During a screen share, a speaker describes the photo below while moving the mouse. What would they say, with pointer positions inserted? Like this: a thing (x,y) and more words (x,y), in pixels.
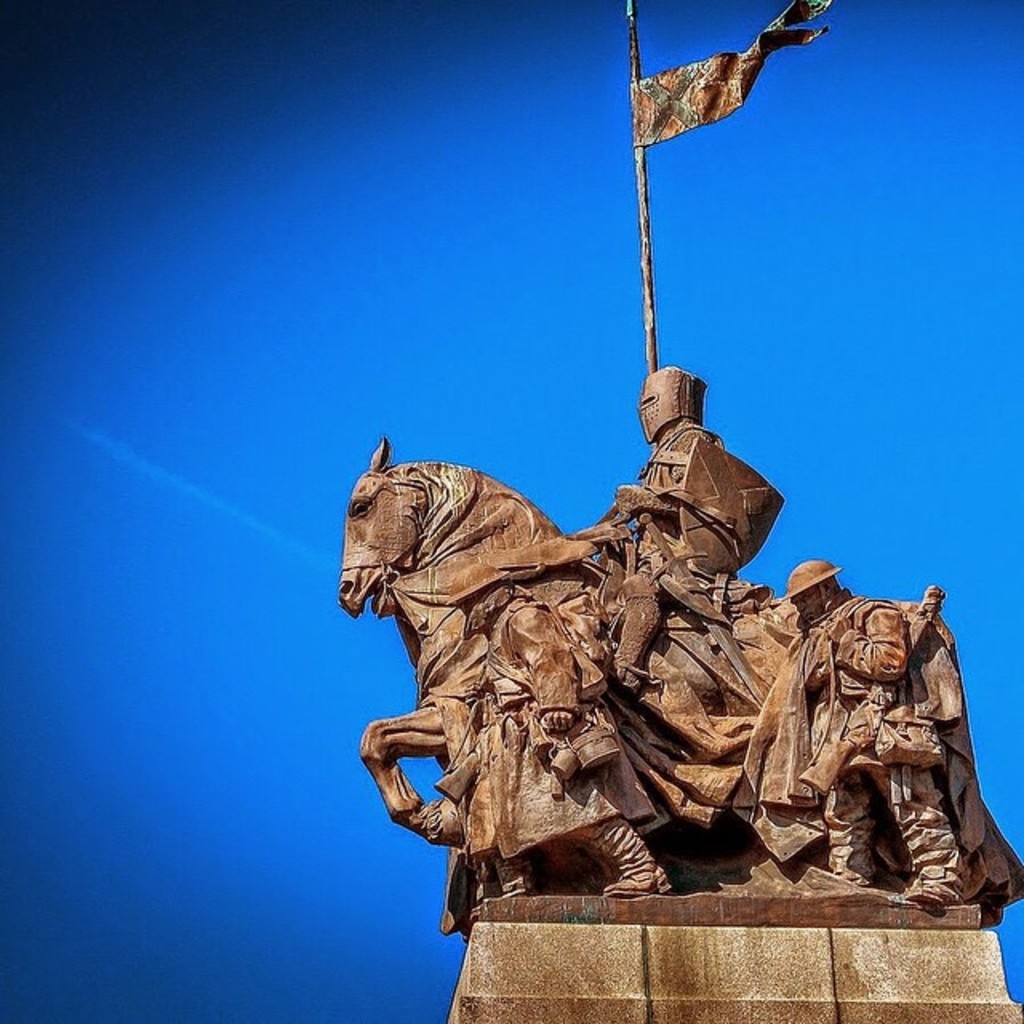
In this image we can see one statue (566,844) and there is the sky (370,821) in the background (364,860).
